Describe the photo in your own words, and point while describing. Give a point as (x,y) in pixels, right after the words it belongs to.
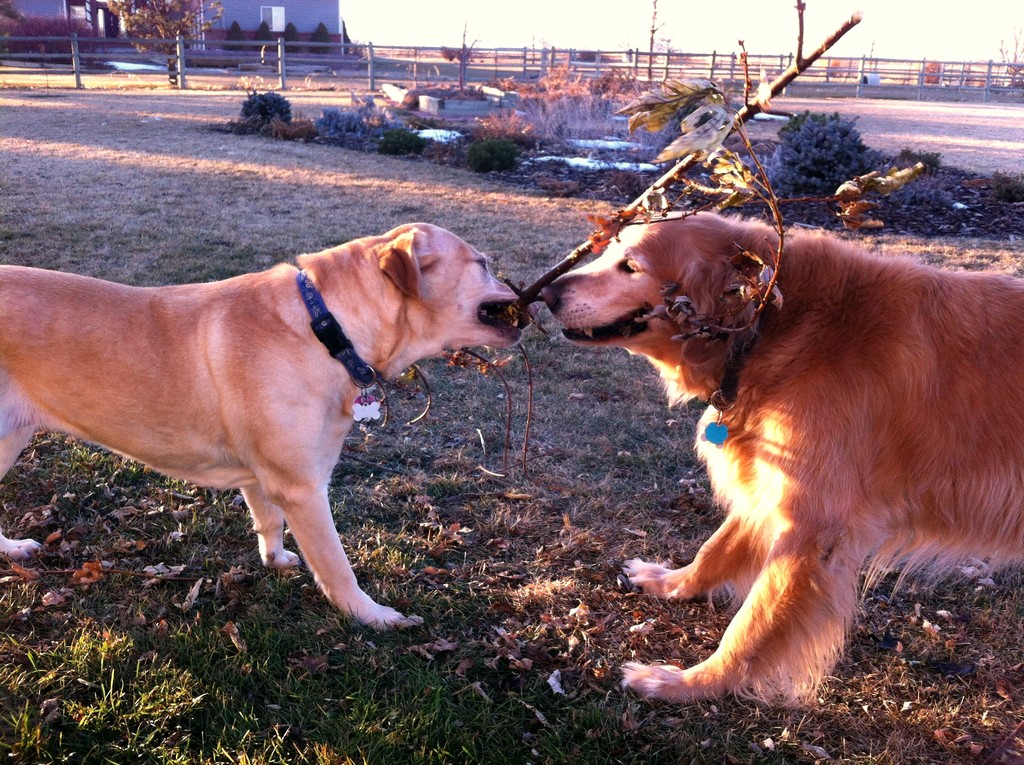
Here I can see two dogs (443,339) holding the sticks (509,314) with their mouths (578,322). At the bottom (211,680) I can see the grass (266,736). In the background (403,130) there are some plants (283,98), fencing (202,57) and also there is a building (283,15).
